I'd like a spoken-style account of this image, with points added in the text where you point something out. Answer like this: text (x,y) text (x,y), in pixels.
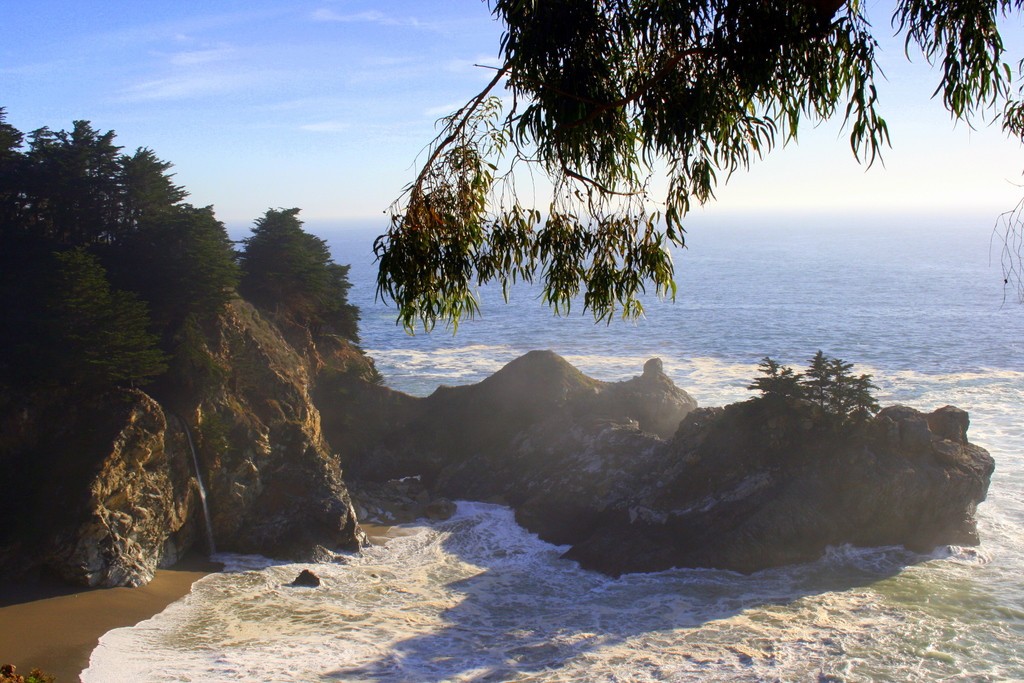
In the foreground of the picture (299,292) there are trees (12,283), mountain (301,470), water (596,625), sand (64,660) and stems (677,131) of a tree (678,206). In the middle (357,238) there is a water body (953,290). In the background (379,49) there is sky (776,152).
